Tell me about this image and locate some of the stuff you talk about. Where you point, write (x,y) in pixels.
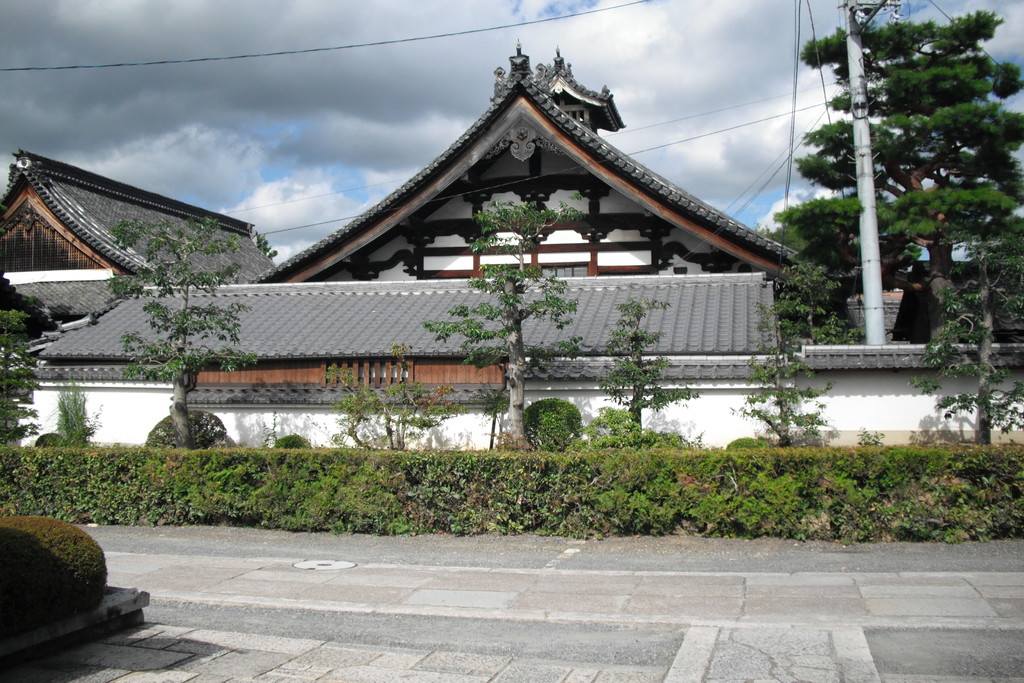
In this image we can see houses (412,375), there are plants (785,481), trees (802,254), there is a pole (861,80), wires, also we can see the cloudy sky (431,154), and the wall (705,415).
